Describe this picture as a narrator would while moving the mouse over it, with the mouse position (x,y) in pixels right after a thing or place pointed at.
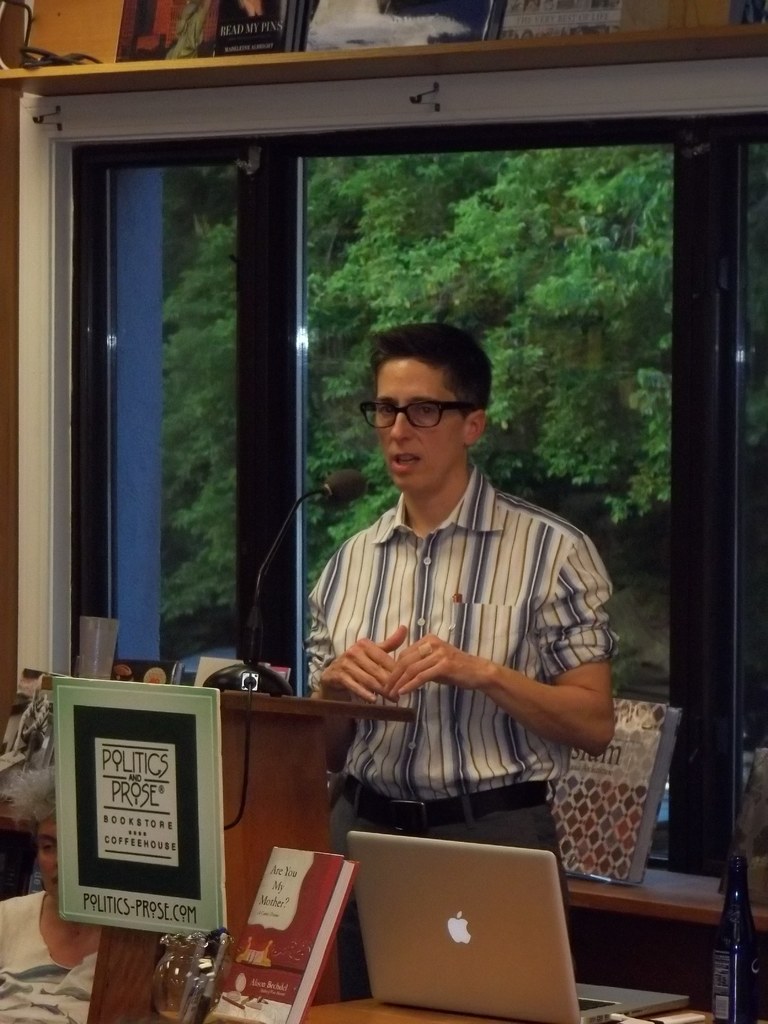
This man (452,539) is standing wore shirt (452,639), spectacles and talking in-front of mic (329,492). In-front of this person (382,698) there is a podium (150,783) with board (125,848). On this table (366,1004) there is a book (295,1020), bottle (717,968) and laptop (503,986). From this window (352,381) we can able to see trees (407,214). Above the window (533,211) there are books (296,36). A woman (46,938) is sitting on a chair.
